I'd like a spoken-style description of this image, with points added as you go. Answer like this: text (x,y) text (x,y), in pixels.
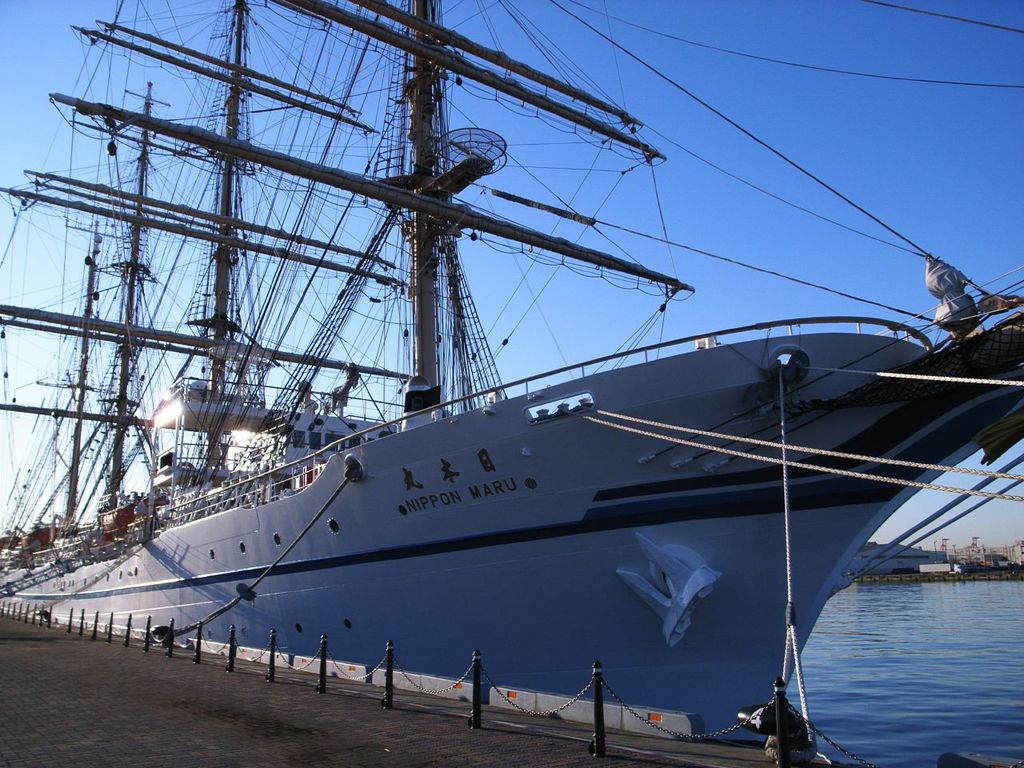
In this image I can see a ship (407,438) on the water (848,696). Here I can see poles (474,706) and ropes (299,262). In the background (710,176) I can see the sky (721,133).
